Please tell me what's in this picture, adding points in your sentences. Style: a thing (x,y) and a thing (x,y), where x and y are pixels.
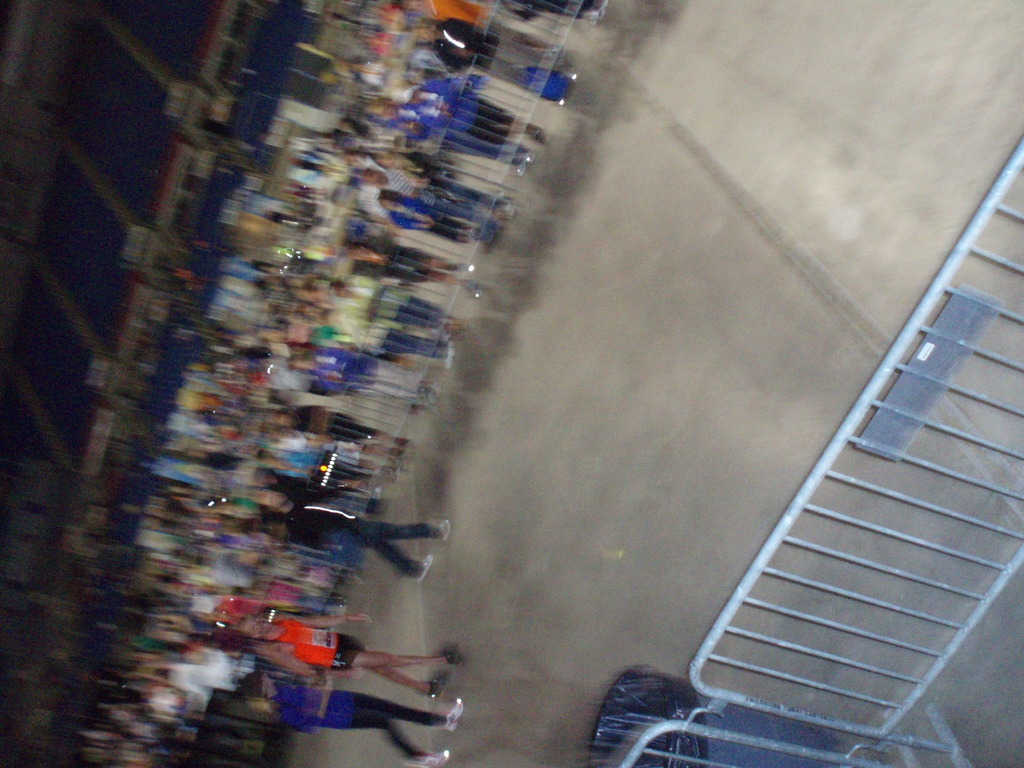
On the left side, there is a gray color fencing (973,441) on the road (944,628) near a dustbin (665,705). There are persons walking on the road (559,355). In the background (369,68), there are persons (356,80) standing, there are chairs (203,212) arranged and there are other objects (237,33).
